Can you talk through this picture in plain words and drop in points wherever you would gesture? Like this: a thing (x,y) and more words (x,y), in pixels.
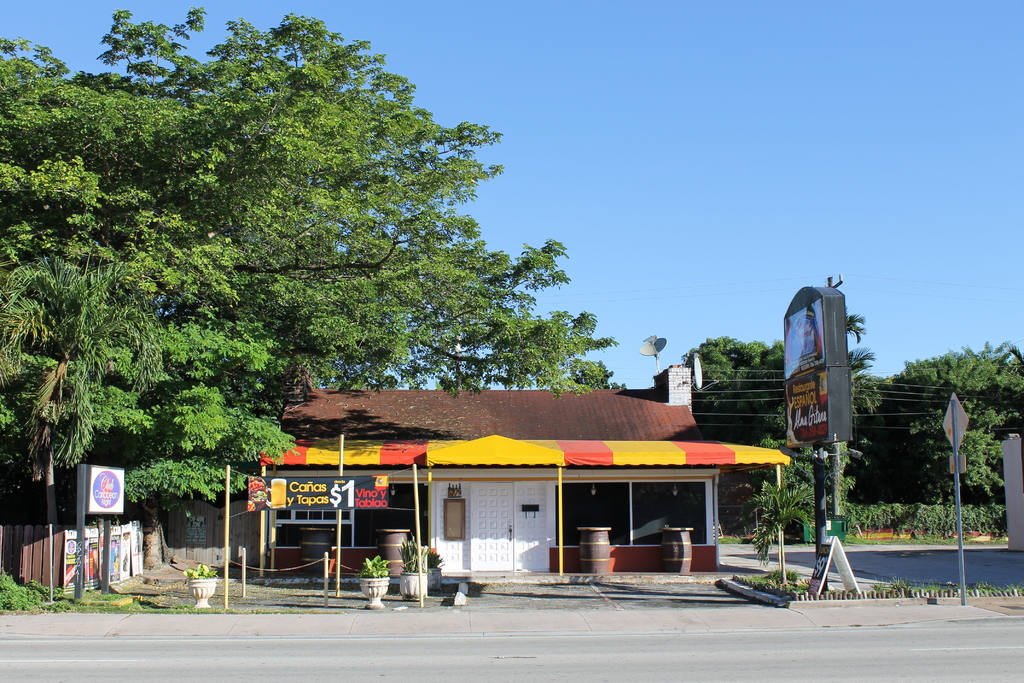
In this image we can see a house (615,419) with a roof (622,418). We can also see some boards (333,506) with text (331,490) on them, poles (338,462), wires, a fence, plants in the pots (205,599), barrels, a group of trees (928,453) and the sky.
